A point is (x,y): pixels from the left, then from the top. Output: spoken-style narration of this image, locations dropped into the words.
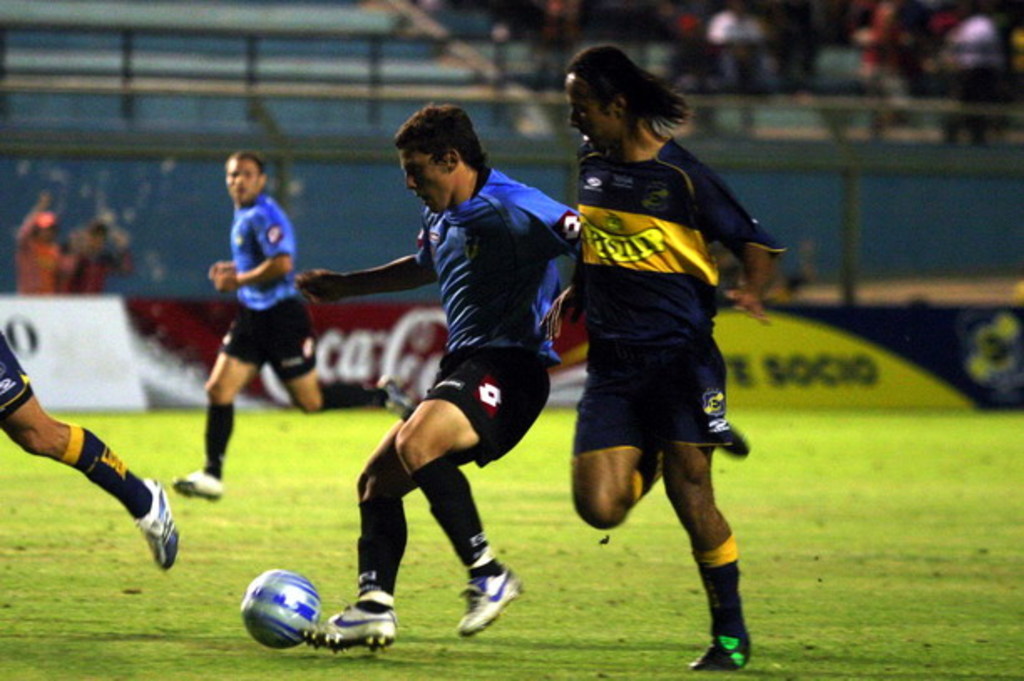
In this image there are players (396,271) playing football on the ground (304,438), behind them there are sponsor boards (854,343) on the boundaries (440,356), behind them there are metal rods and spectators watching the game from the stands (511,118).
